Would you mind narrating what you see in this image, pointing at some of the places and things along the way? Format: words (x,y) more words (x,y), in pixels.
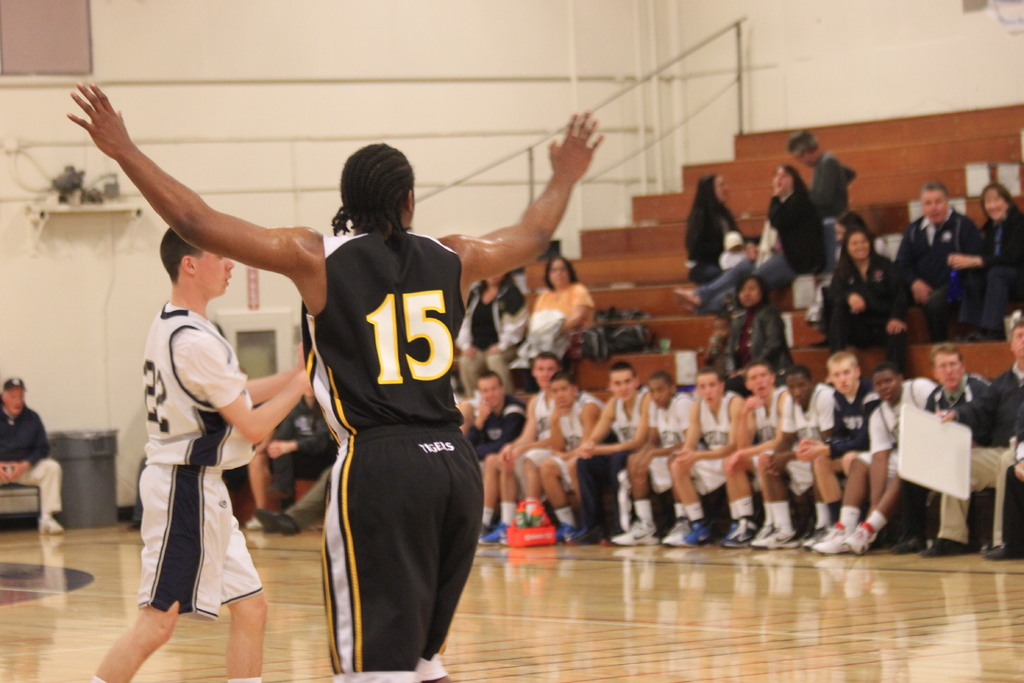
In the center of the image (400,315), we can see people (335,368) standing and in the background (736,267), we can see people (712,293) sitting on the stairs (684,184) and there is a wall (647,86). At the bottom (574,599), there is floor (617,614).
